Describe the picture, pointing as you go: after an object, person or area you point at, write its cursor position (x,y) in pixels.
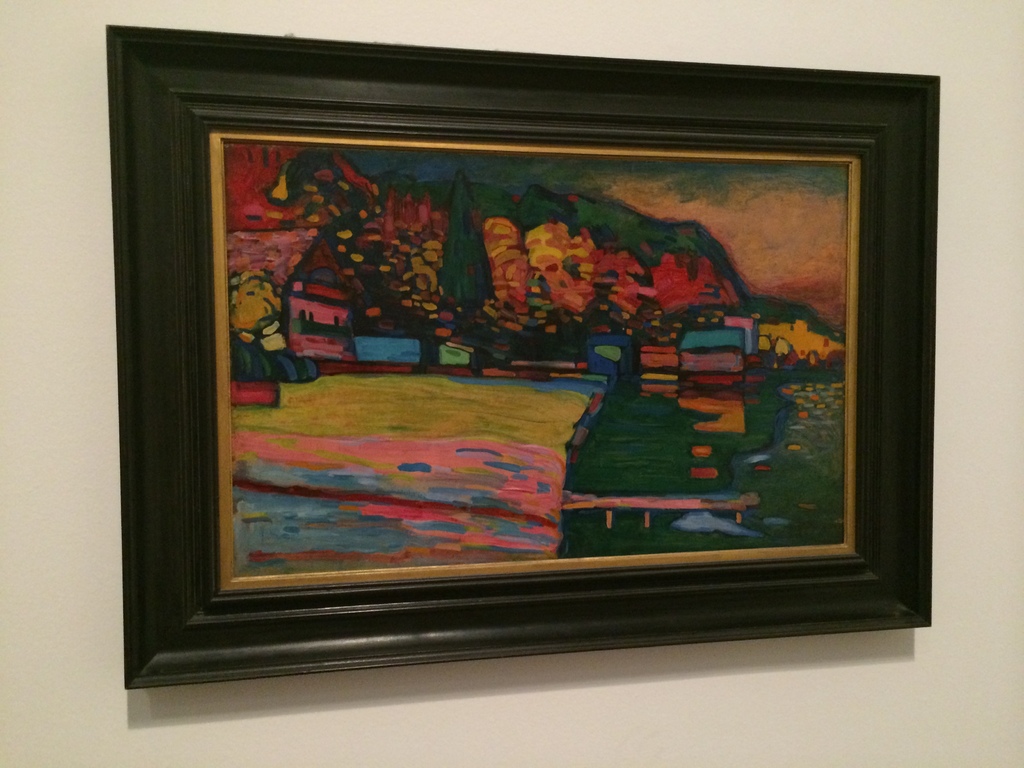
In the image in the center (391,266) there is a wall (136,691). On the wall (553,667), we can see one photo frame (580,633).
